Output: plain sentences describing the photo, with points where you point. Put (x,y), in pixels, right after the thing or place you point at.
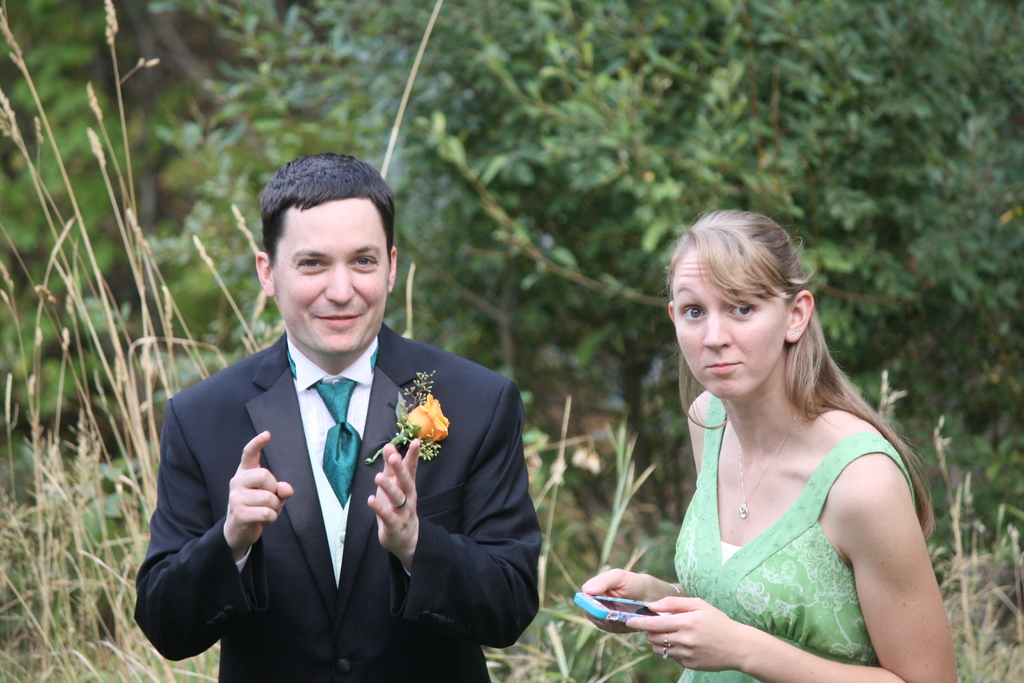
On the left side (332,272), there is a person (357,239) in black color suit (223,461), smiling and standing near a woman (870,497) who is in green color dress (798,546), standing and holding a mobile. In the background (991,544), there are plants (596,477) and trees (34,249) on the ground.
